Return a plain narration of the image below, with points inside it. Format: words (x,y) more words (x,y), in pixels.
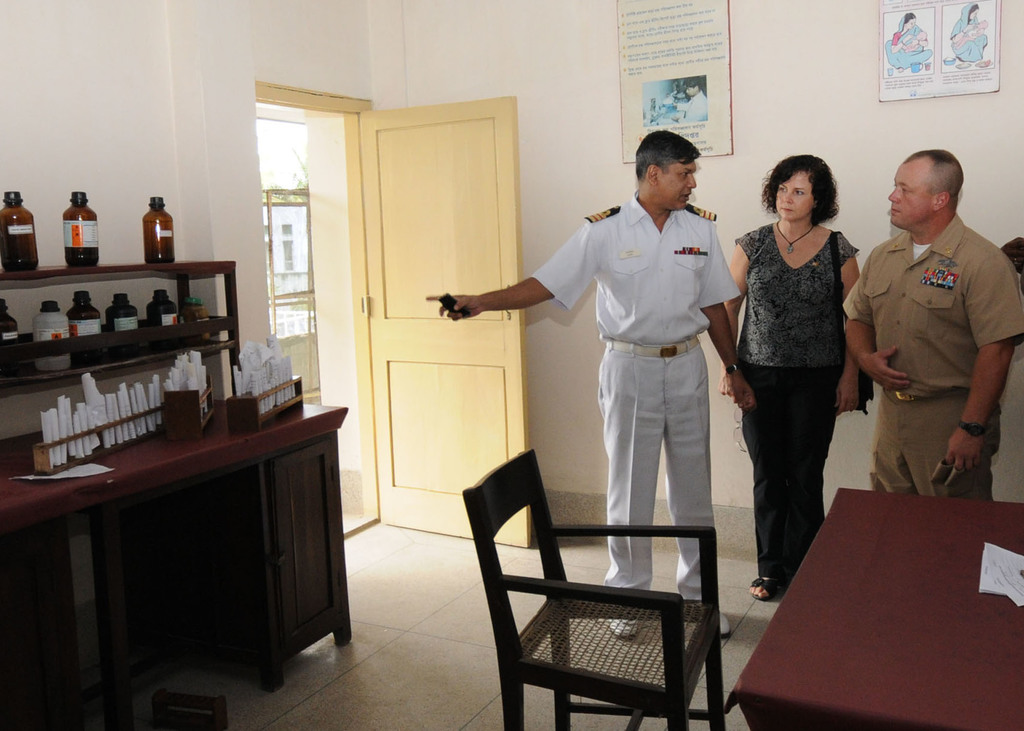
In this picture these three persons (746,278) standing. This is table (812,620). On the table (858,663) we can see papers (986,579). This is chair (635,726). On the background (770,51) we can see wall (785,60), posters (991,45). This is door (453,358). This is table (5,548). On the table (298,487) we can see bottle (11,235).
